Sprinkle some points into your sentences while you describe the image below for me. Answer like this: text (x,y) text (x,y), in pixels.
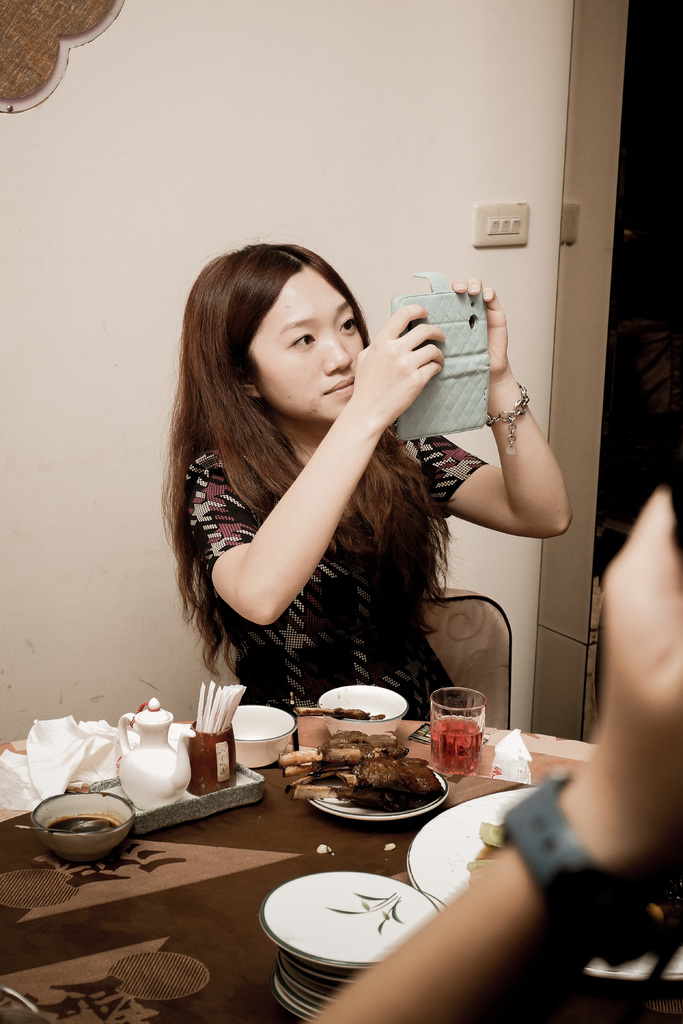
In this image i can see a woman (342,497) sitting in front of the table (152,933), on the table (256,926) there are the plates (323,931) and glass (458,737) and drink (464,753) and there are the food items (349,784) kept on the table (270,858), a person (381,390) holding a mobile phone (441,409) on her hand (396,371), back side of her there is a wall (365,181), on the wall (512,199) there are the switches (500,216) visible and right side (645,583) a person hand (642,610).
